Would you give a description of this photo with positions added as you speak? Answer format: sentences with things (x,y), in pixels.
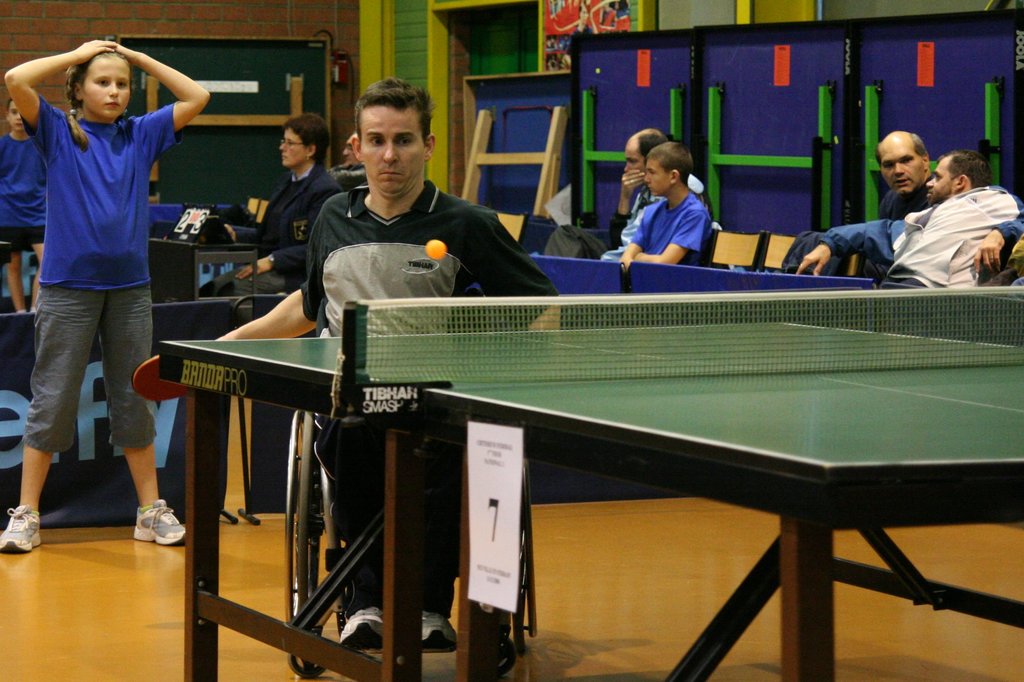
This picture shows some people (282,256) seated on the chairs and we see a man (296,295) seated on the wheelchair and playing table tennis and we see a girl (8,68) standing behind him.
